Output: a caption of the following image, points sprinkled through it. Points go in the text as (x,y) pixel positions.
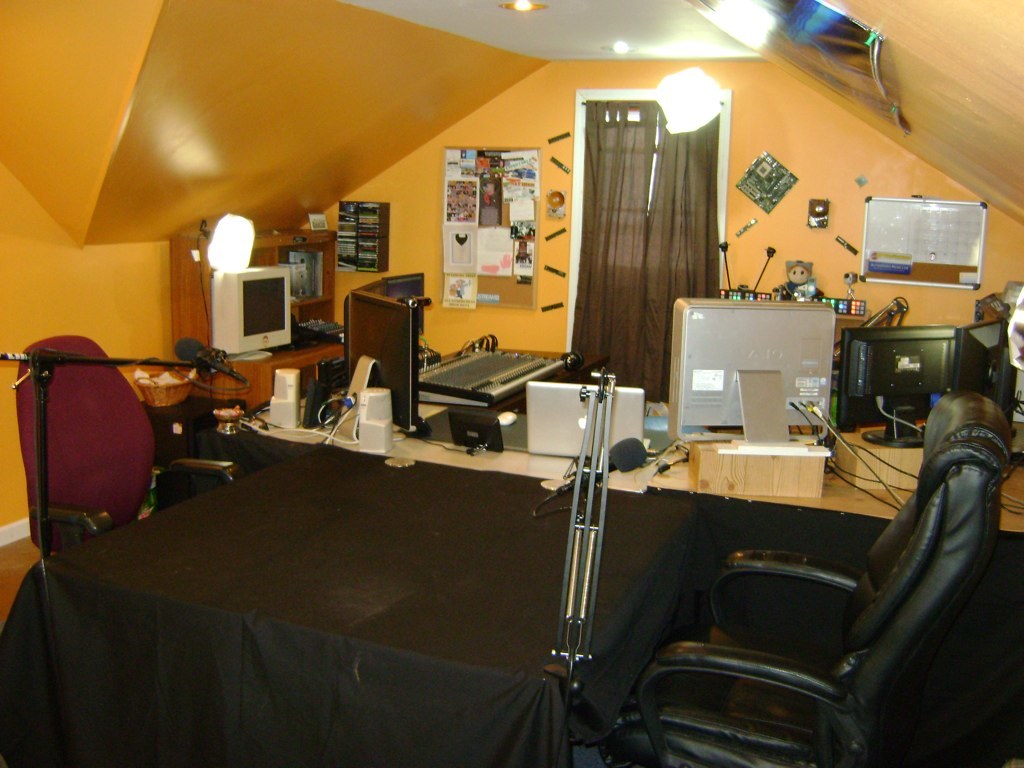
In the foreground of the image (51,453) we can see two chairs (133,461) placed on the ground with two microphones (199,360) on stands (186,362). In the center of the image (453,427) we can see a group of screens (280,327), speakers (297,403), laptop (569,423) placed on a table (647,438). In the background (640,206), we can see a group of photos (451,234), curtain (647,225) and some lights (677,111).
